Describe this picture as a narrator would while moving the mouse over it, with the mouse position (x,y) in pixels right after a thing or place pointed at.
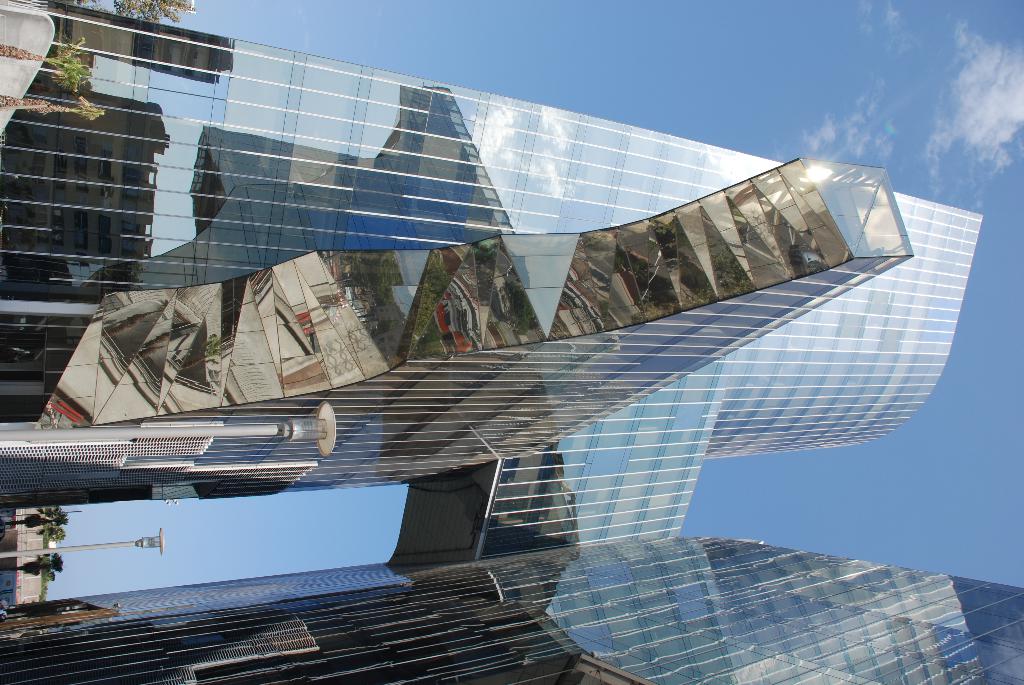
In this image, we can see buildings (178,363), trees (49,111), poles (118,546) and at the top (899,64), there are clouds (965,103) in the sky (900,85).
